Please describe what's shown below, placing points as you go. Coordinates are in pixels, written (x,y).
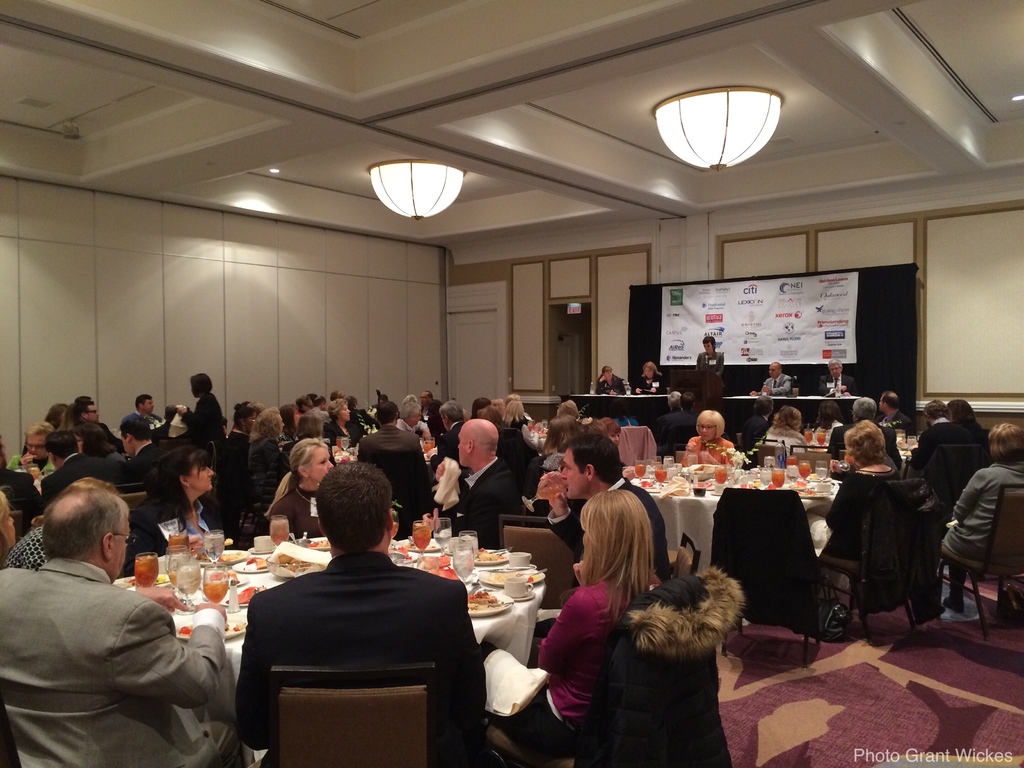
In this image I can see few persons (428,645) sitting on the chairs (421,737). I can see few food items (476,604) and drinks (192,588) on the table (499,620). I can see a person (712,346) standing. I can see a banner (804,292) with some text (747,329) on it.
